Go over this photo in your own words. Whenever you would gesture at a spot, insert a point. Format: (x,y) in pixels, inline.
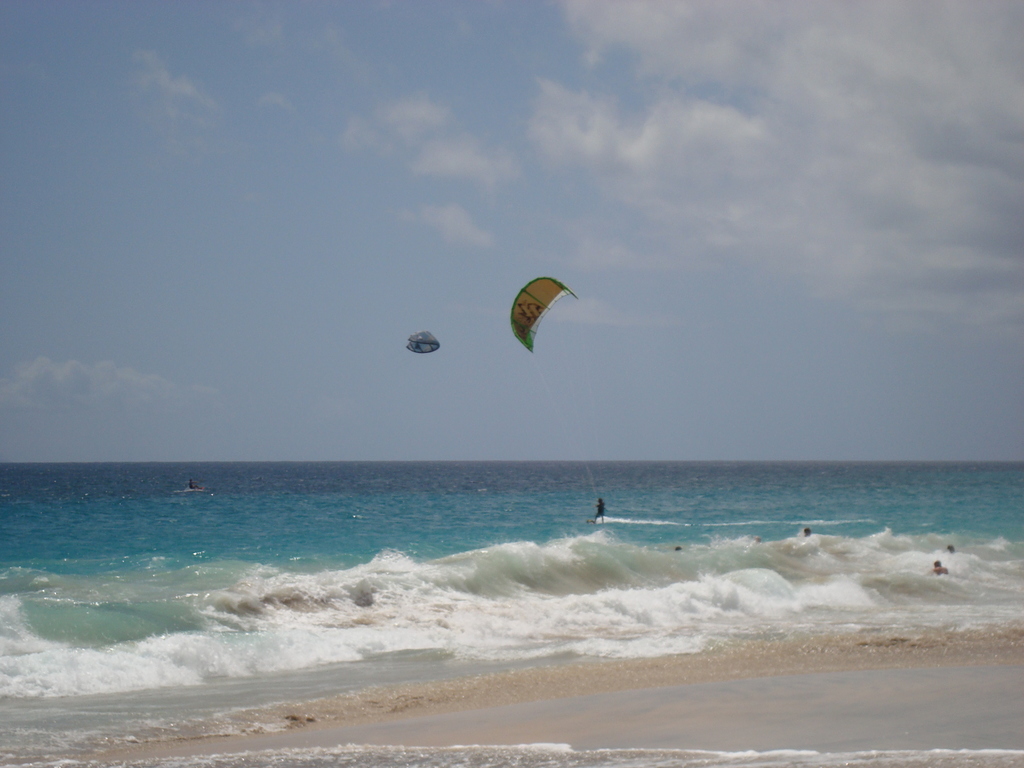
In the middle of the image (458,511) there is water (968,611), on the water (969,479) a person (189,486) is doing kitesurfing. Top of the image (899,123) there are some clouds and sky (33,273).
